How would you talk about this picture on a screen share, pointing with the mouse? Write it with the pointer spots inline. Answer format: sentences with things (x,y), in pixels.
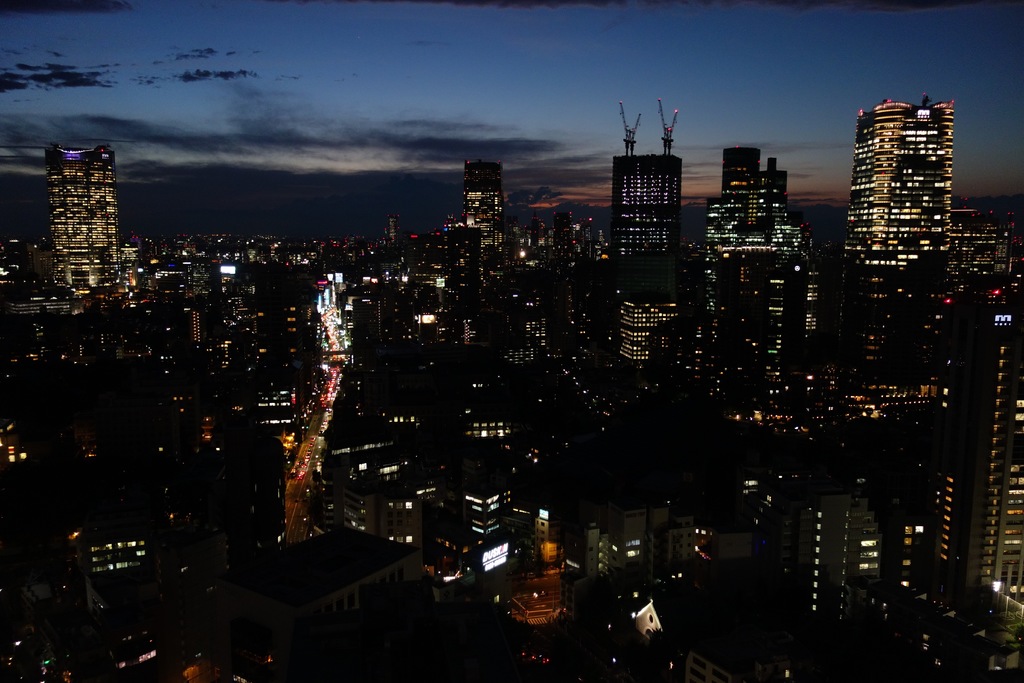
This is an image clicked in the dark. In this image, I can see many buildings (612,283) along with the lights (339,324). At the top of the image (373,35) I can see the sky (95,52).
